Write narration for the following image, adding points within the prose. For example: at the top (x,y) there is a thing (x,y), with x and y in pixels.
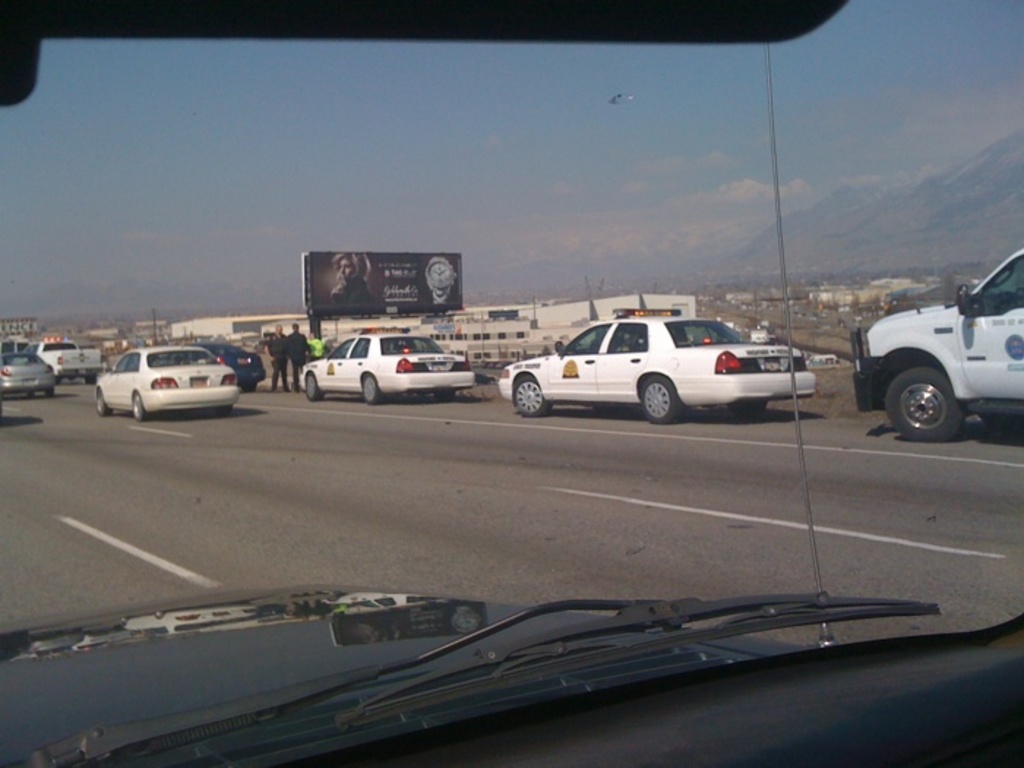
Here in this picture we can see number of cars (80,361) present on the road (204,432) over there and we can see people (313,359) standing here and there and in the far we can see houses (519,354) present all over there and we can see a banner (334,257) present in the middle (347,260) and we can see clouds (699,235) in the sky (268,169).
